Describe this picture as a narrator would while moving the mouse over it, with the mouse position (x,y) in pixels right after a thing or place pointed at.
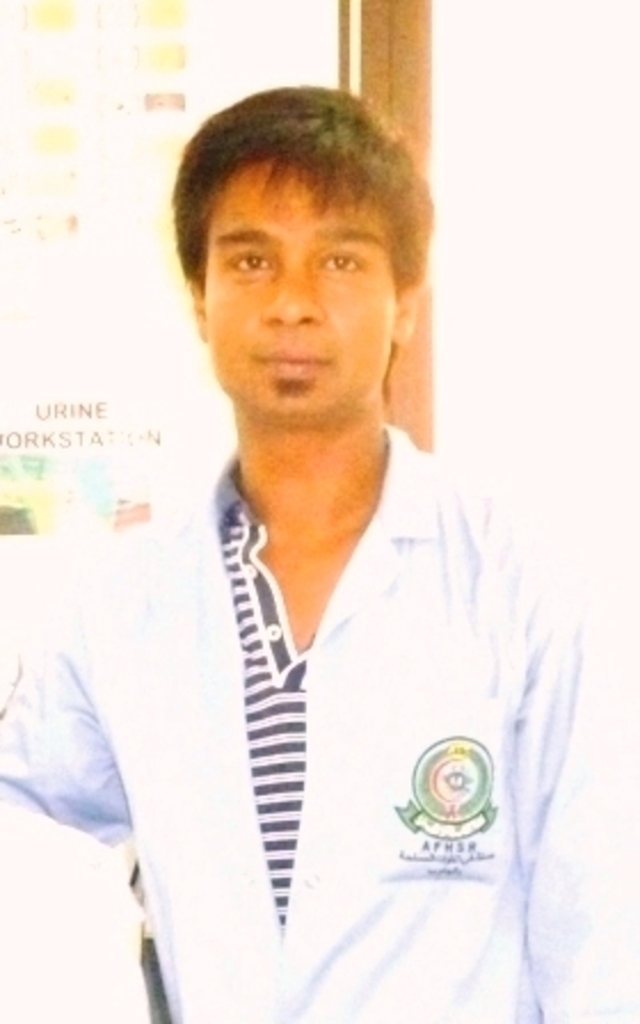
In this image we can see a man (334,641) standing. In the background (67,40) there is a board (146,275).
